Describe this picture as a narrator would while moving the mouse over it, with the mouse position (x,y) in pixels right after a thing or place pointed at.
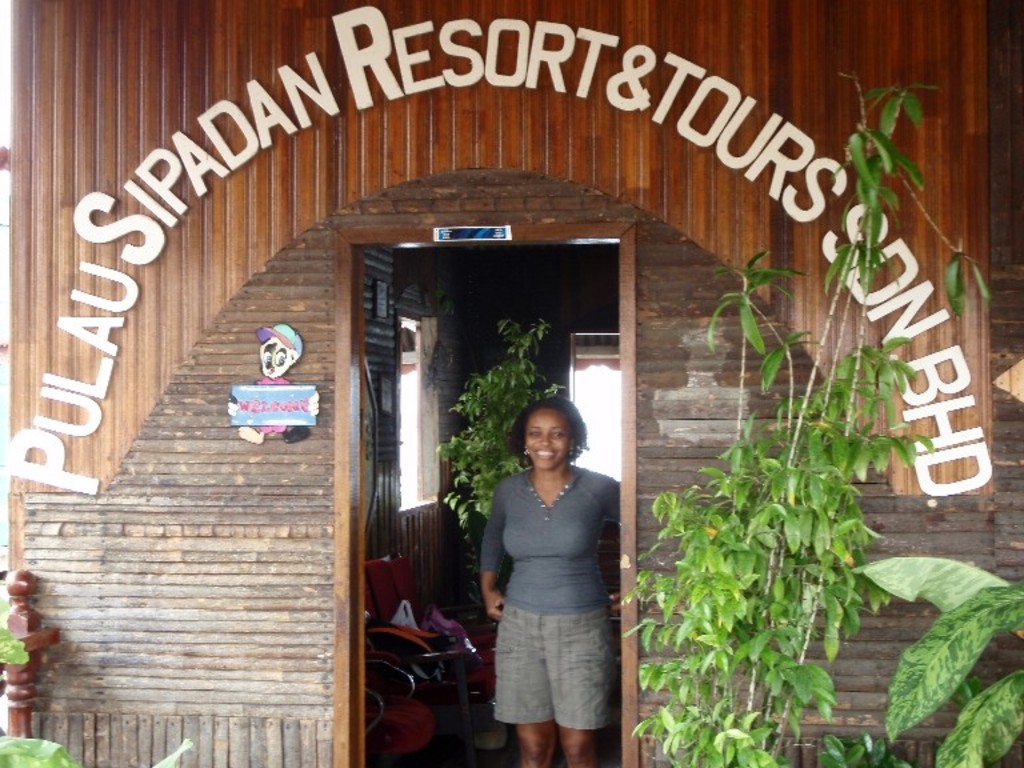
In this picture we can see a room (267,530), there is a woman (545,562) standing and smiling in the middle (562,454), we can also see chairs (399,599) in the middle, on the right side (921,652) we can see plants (722,669), in the background (602,367) there is a window (573,382) and another plant (506,369), we can see some text (438,72) in the front (450,55).
